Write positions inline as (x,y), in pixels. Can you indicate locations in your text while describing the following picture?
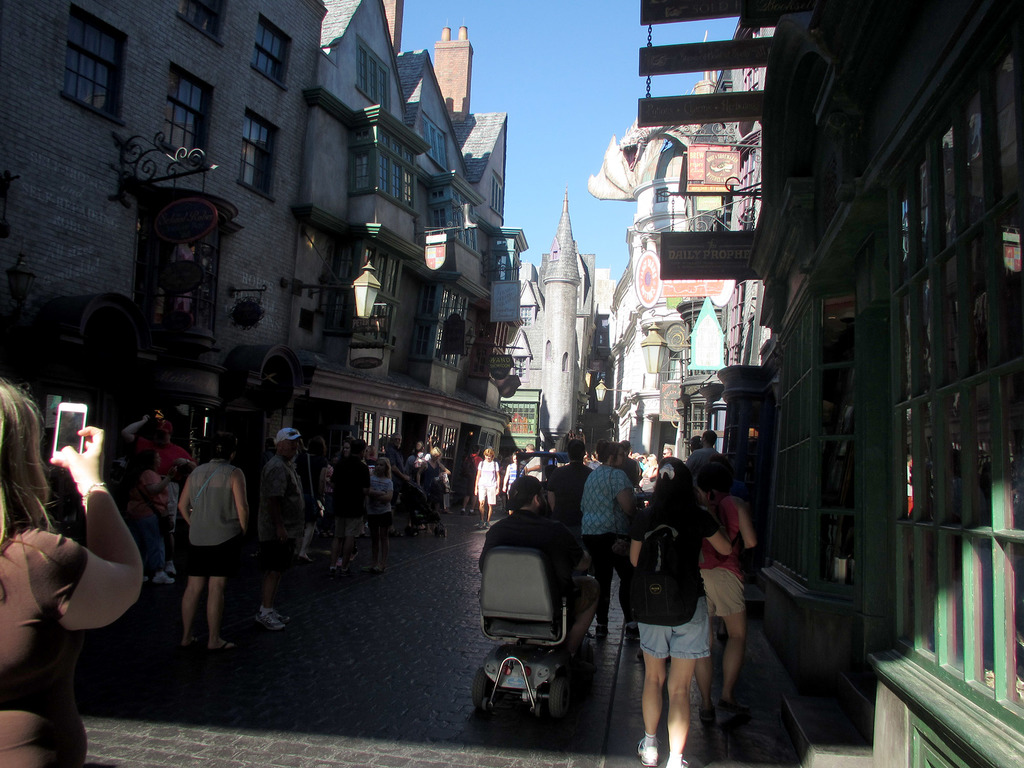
In this picture we can see a person (554,546) sitting on a chair (491,599). There is a woman (8,642) holding a phone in her hand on the left side (69,436). We can see a few people (177,476) on the path (313,557). We can see poles (338,287), street lights (364,277) and buildings (300,129) in the background (484,154). Sky (569,73) is blue in color.
